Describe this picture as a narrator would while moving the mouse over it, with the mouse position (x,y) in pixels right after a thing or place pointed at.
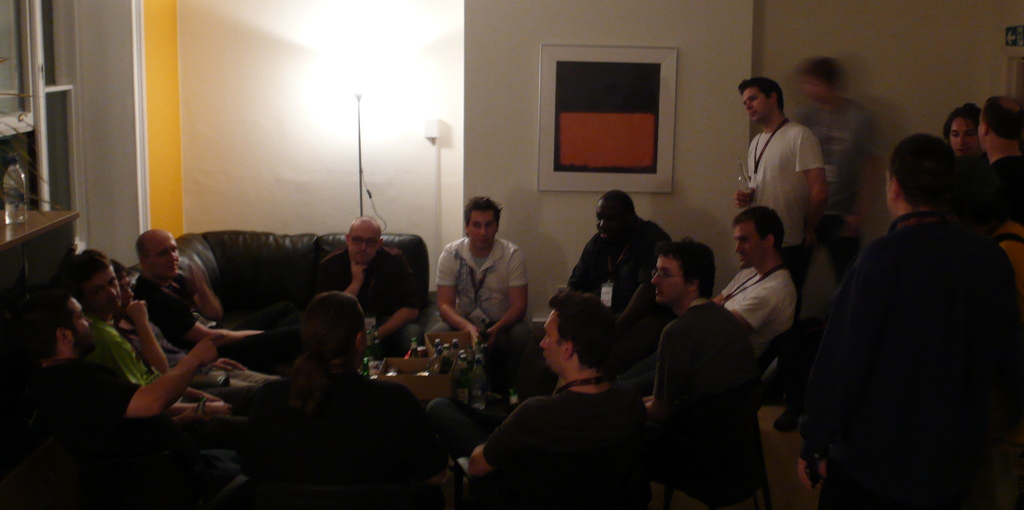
In the center of the image (450,266) there are people (225,353) sitting on chairs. To the right side of the image (874,271) there are people (907,171) standing. There is a table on which there are bottles (446,361). In the background of the image (385,141) there is a wall (308,194). There is a photo frame (564,110) on the wall (505,140). To the left side of the image (0,224) there is a table (57,219) on which there is a water bottle (19,217) and there are windows (34,112).
